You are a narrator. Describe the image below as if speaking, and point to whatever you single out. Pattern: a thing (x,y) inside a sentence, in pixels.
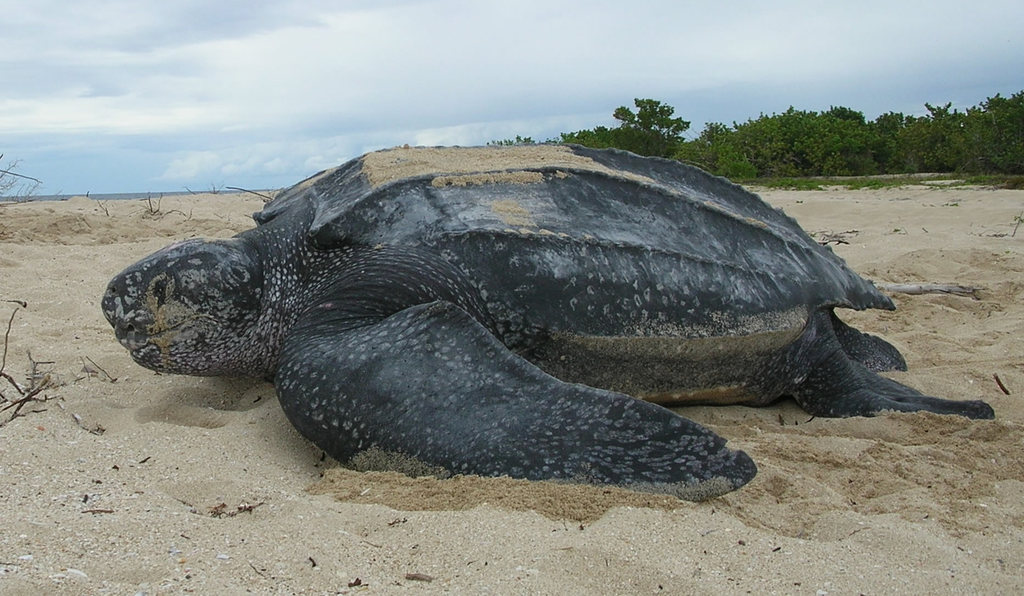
In this image, we can see a tortoise (649,330) on the sand surface (125,424). We can see some trees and we can see the sky (441,45).
